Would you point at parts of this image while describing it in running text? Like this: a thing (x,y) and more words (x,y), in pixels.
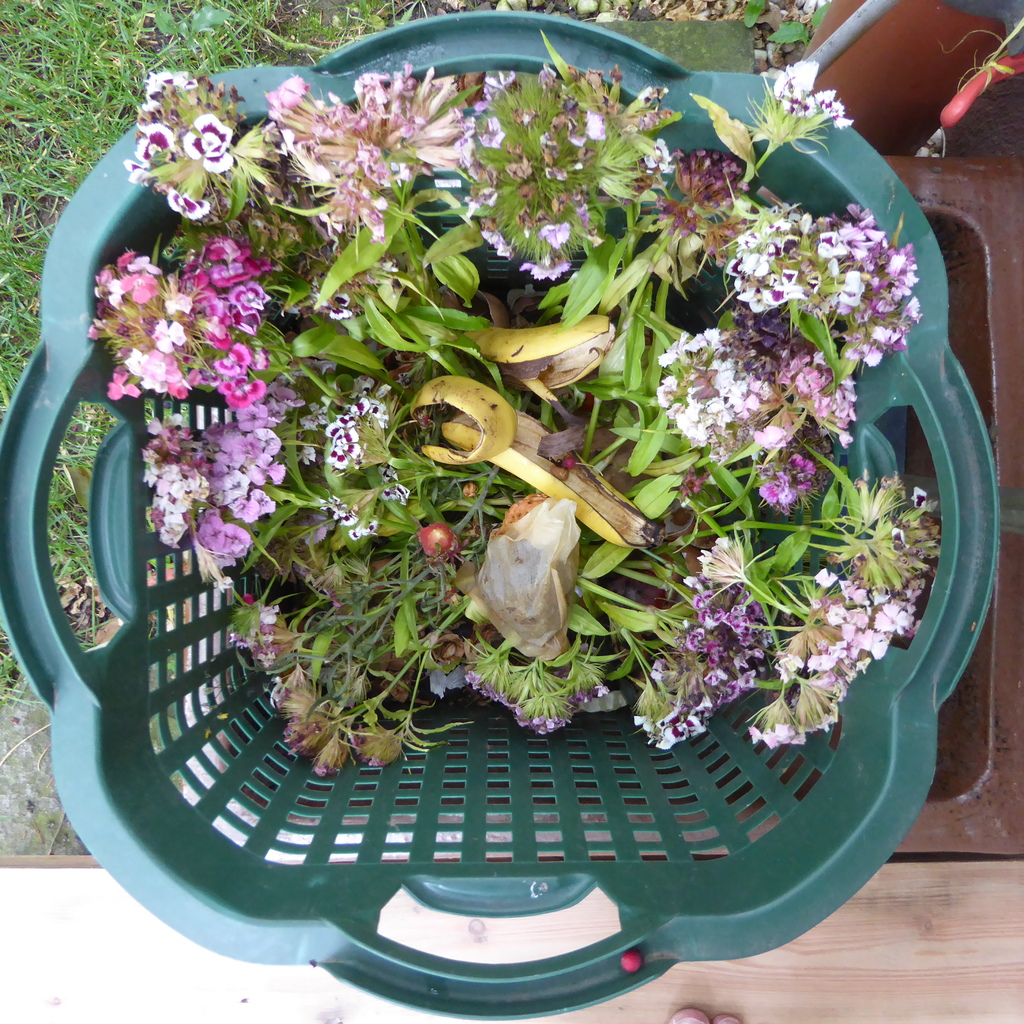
In this image I can see a dustbin (220,773) which is placed on the ground (41,179). On the ground (71,139), I can see the grass (92,83). In the dustbin (213,394) there are few flowers (806,393), leaves (497,651), a cover (516,592) and banana peel (483,400). At the bottom (822,978) there is wooden plank (795,978) on which I can see a person's foot (689,1017). On the right side (1013,598) there is an object (993,416) which seems to be a box (988,262).
